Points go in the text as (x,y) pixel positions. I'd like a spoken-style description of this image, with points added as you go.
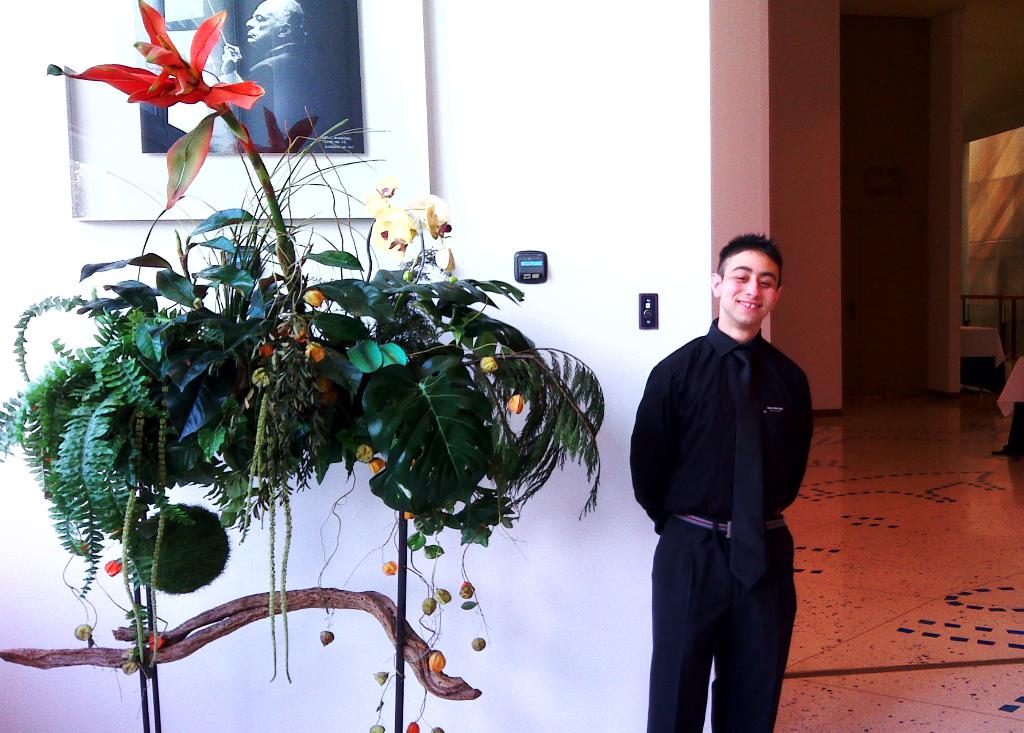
In this image, we can see person (745,403) standing and wearing a tie (743,372). In the background (318,129), there is a board (331,88) on the wall (590,233) and we can see a plant (357,391) and a flower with some decor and there is a stem (183,646) and we can see a railing (965,306) and a floor (879,640).
